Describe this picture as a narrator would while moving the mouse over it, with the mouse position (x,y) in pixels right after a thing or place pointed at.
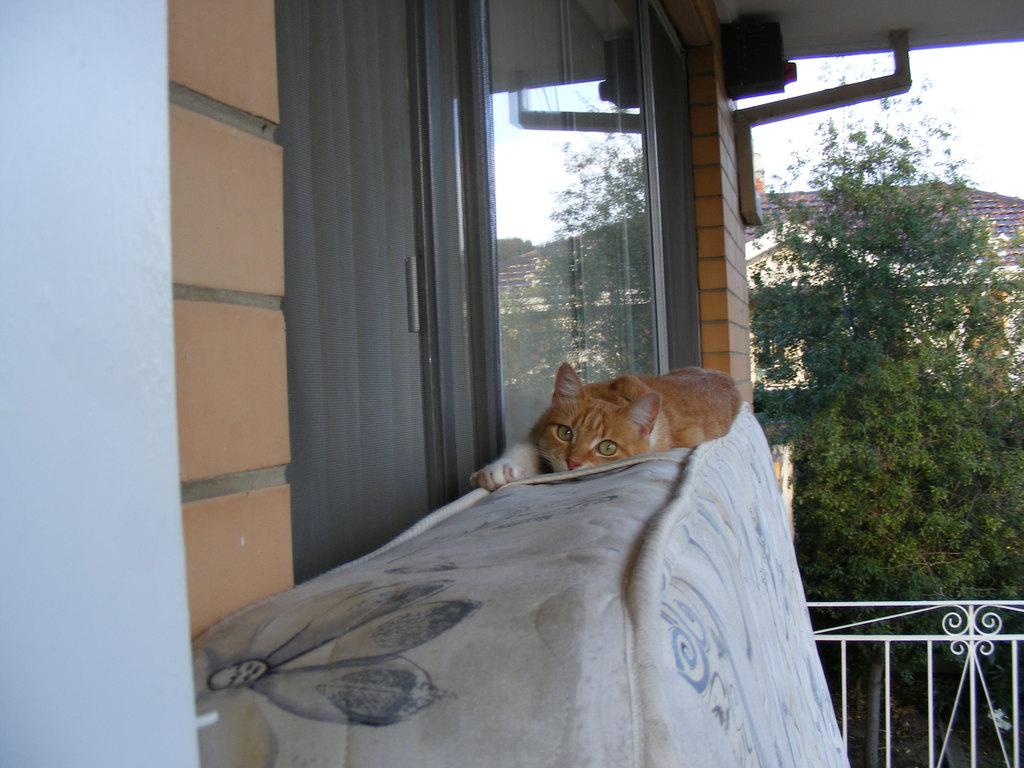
In this image I see a cat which is lying on the bed (212,664). In the background (809,498) I can see 2 buildings (740,267), a tree (1022,560) and the fence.
